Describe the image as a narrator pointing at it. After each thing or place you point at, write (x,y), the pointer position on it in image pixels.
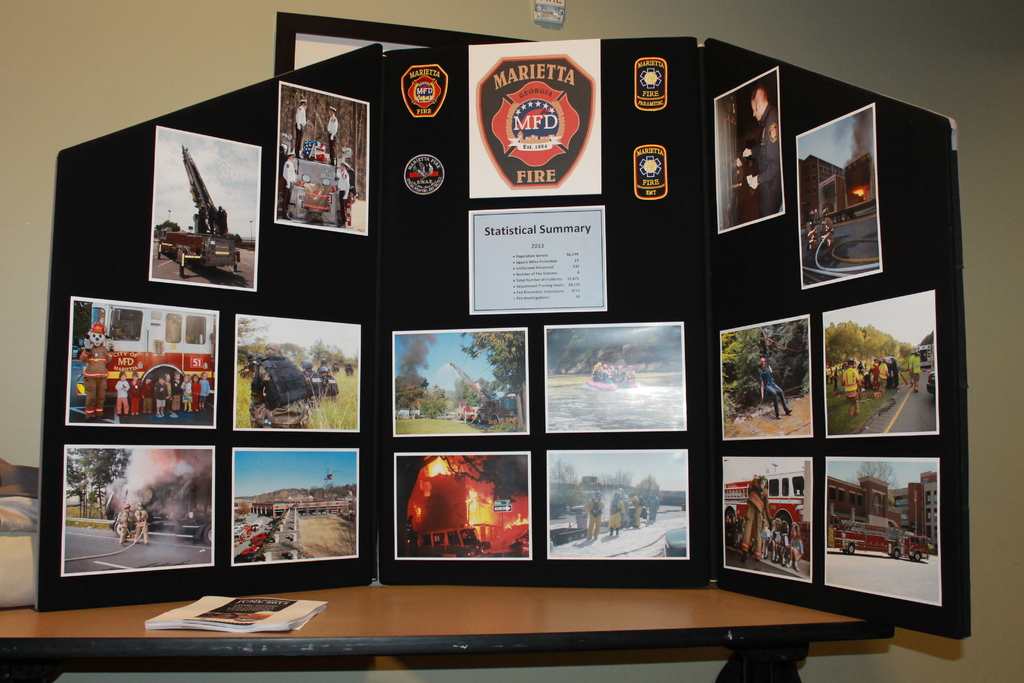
As we can see in the image there is a wall (169,63), photo frames (471,178) and table (436,598). On table (592,641) there is a book (228,623).
